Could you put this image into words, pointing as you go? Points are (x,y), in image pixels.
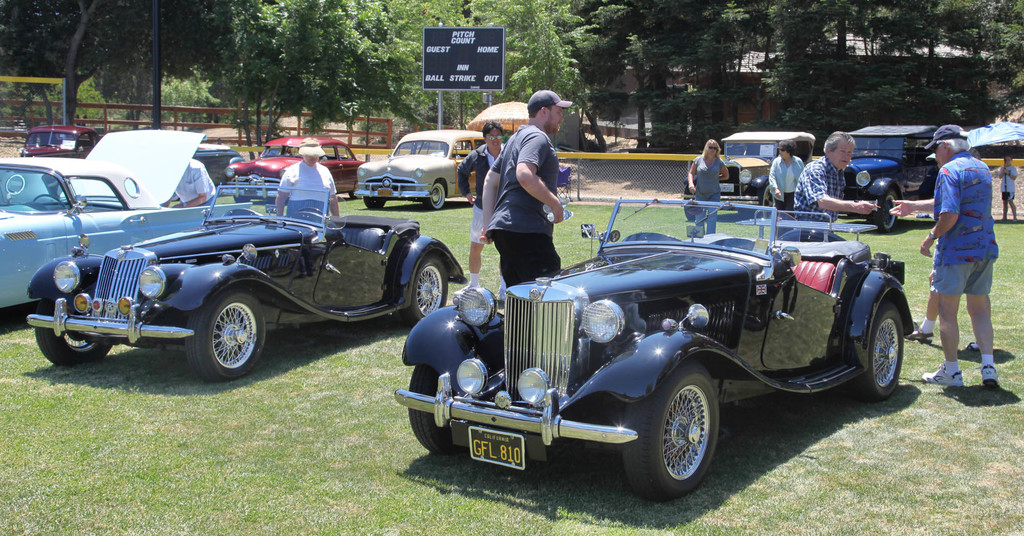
This is an outside view. Here I can see many vehicles (664,226) on the ground (179,423) and there are few people (299,168) standing. On the ground (242,493), I can see the grass (261,441). In the background (459,77) there is a board (459,77) on which I can see some text (473,80) and there are many trees (271,35). On the left side (113,116) there is railing (93,120).
